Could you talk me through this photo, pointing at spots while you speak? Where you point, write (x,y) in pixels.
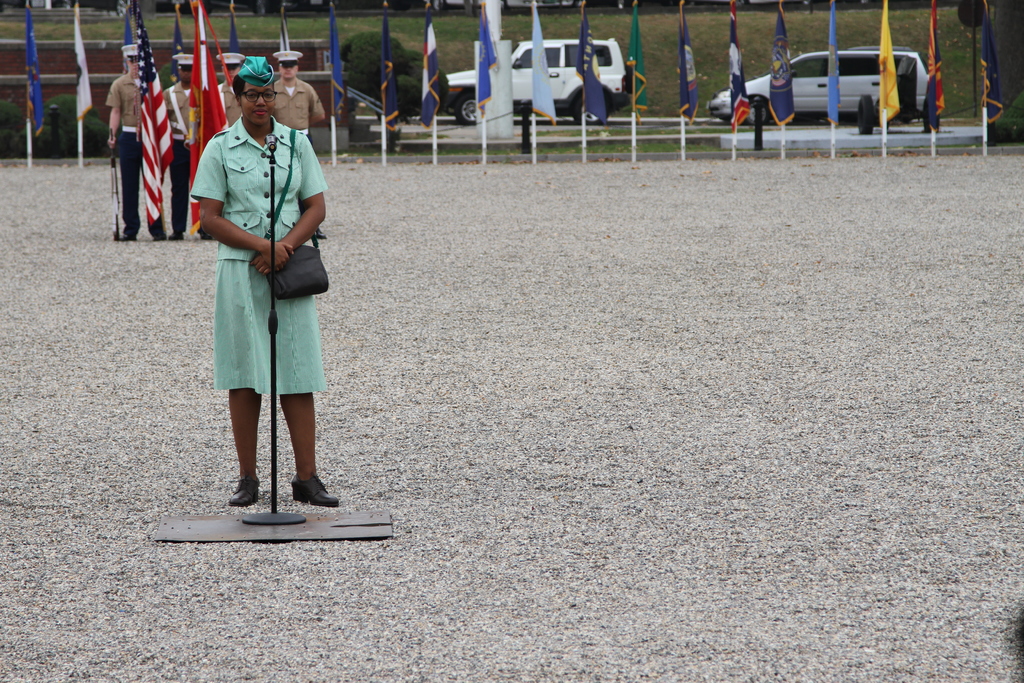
In this image we can see a woman (278,172) standing and she is speaking on a microphone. She is carrying a bag (295,259). In the background (177,103), we can see four persons (289,106) standing and they are holding the weapon (118,210) in their hands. In the background (200,103), we can see the flag poles (427,80) and cars (729,101).
